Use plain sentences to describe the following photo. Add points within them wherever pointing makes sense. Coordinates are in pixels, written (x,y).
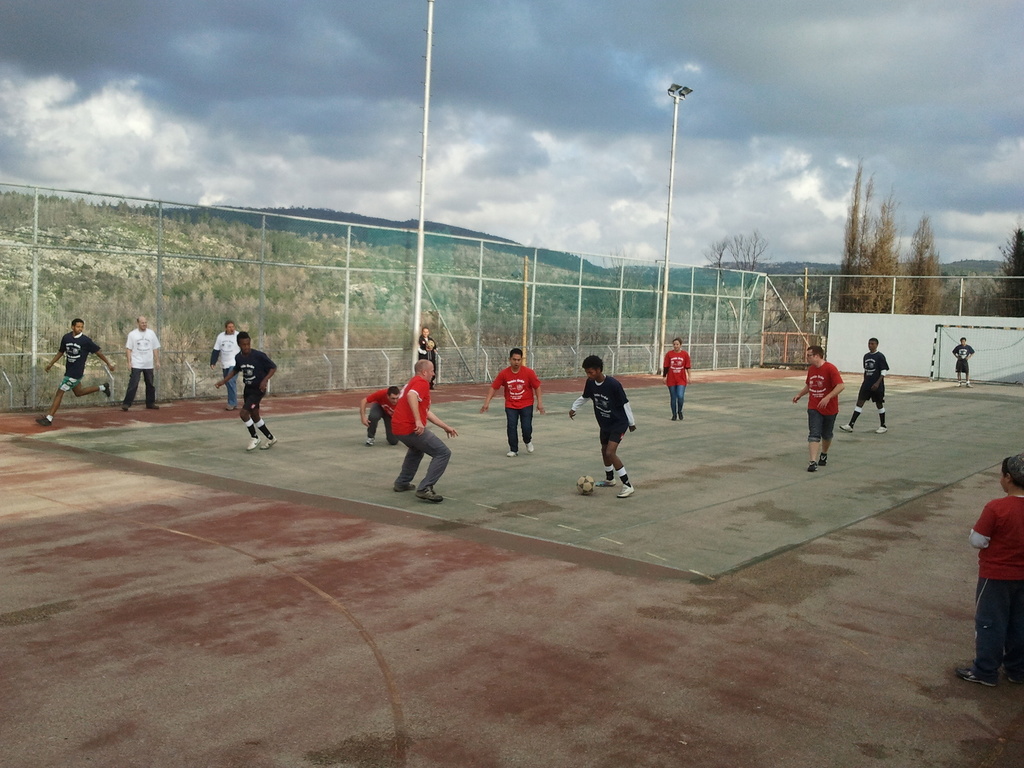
In this picture we can see people (436,441) are playing the football game and there is a ball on the ground (763,404). Some people (977,652) are standing. On the right side of the image (935,358), there is a football goal post (970,337). Behind the people (420,400), there are poles (422,305), fencing (676,306), trees (697,311), hills (216,247) and the cloudy sky (506,147).
